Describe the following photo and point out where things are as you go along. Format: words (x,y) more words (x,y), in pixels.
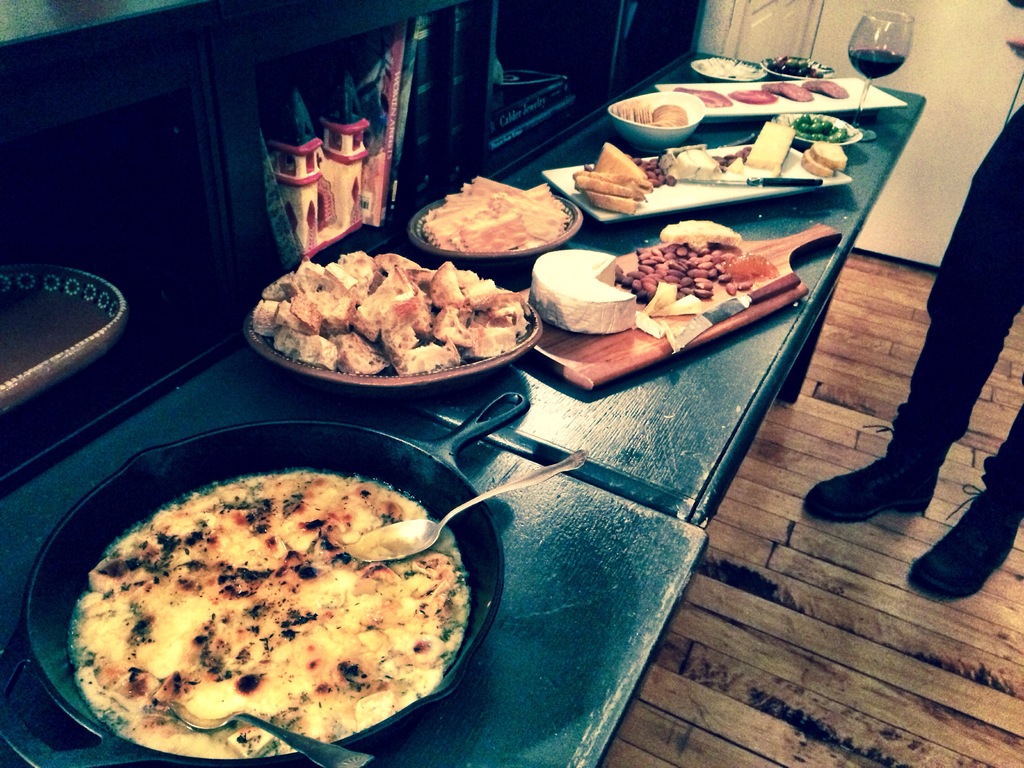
In this image I can see the pan (249,463) with food (304,635) and I can also see the tray (742,191) and many plates (459,249) with food (478,200). The food (408,301) is colorful. I can also see two spoons (414,550) in the pan (345,584). These are on the countertop (523,528). To the side of the counter top (565,517) I can see one person (959,309) standing and wearing the dress (923,388). To the left (163,152) I can see the cupboard (158,155).
